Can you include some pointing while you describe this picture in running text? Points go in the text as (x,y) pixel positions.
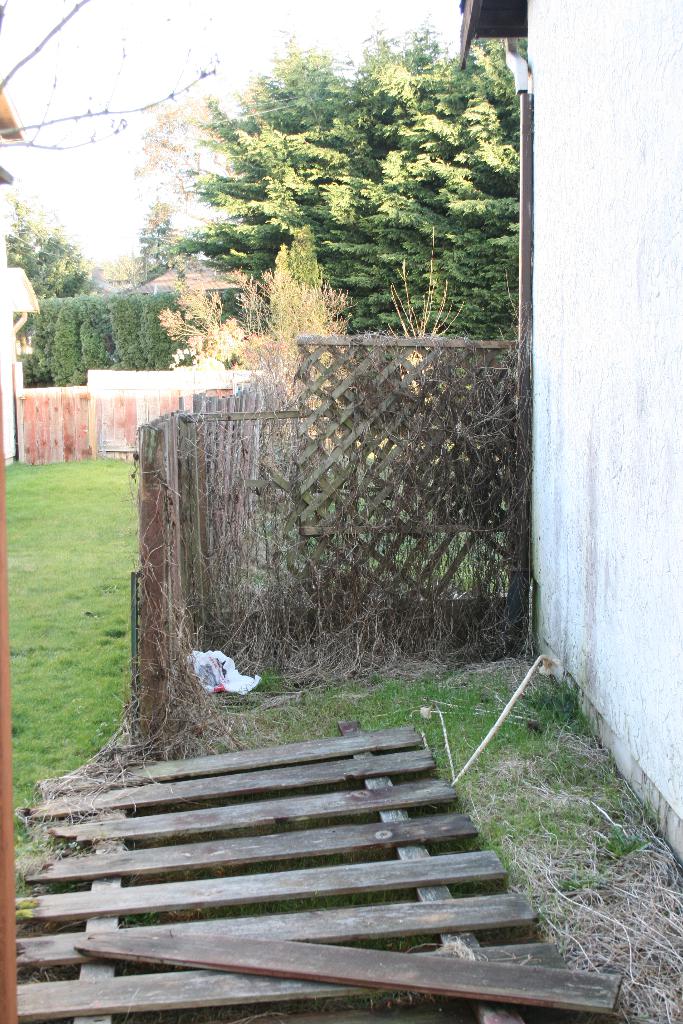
In this picture we can see wooden fence (258,779), in the background (111,626) we can find grass (96,611), trees (418,220) and few houses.
